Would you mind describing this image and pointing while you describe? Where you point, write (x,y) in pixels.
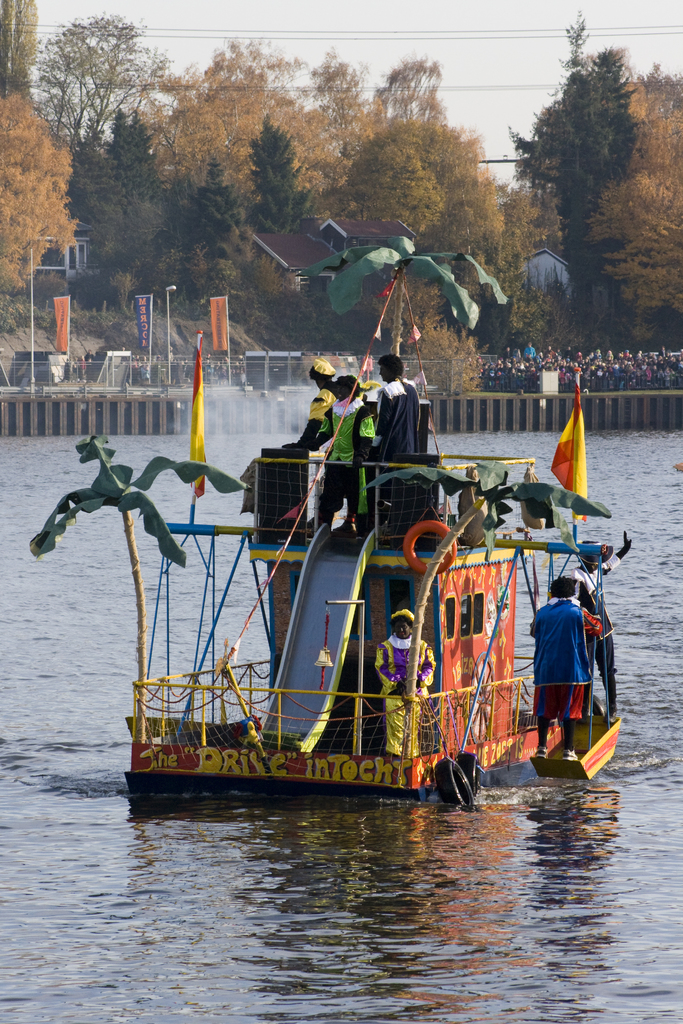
In this image, we can see persons (380,654) on the boat (463,677) which is floating on the water (202,861). There are some trees (318,156) at the top of the image (665,151).
